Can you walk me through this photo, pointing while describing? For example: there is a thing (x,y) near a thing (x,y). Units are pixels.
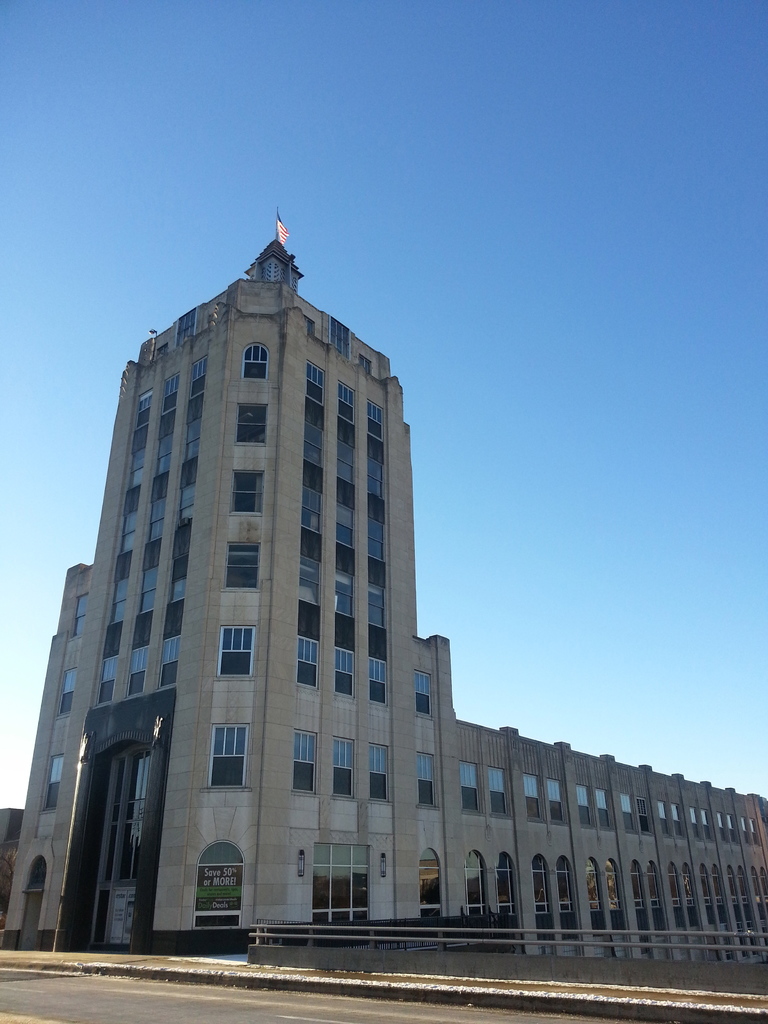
In this picture we can see a building (307,728), top of the building (263,274) we can see the flag (280,229).
